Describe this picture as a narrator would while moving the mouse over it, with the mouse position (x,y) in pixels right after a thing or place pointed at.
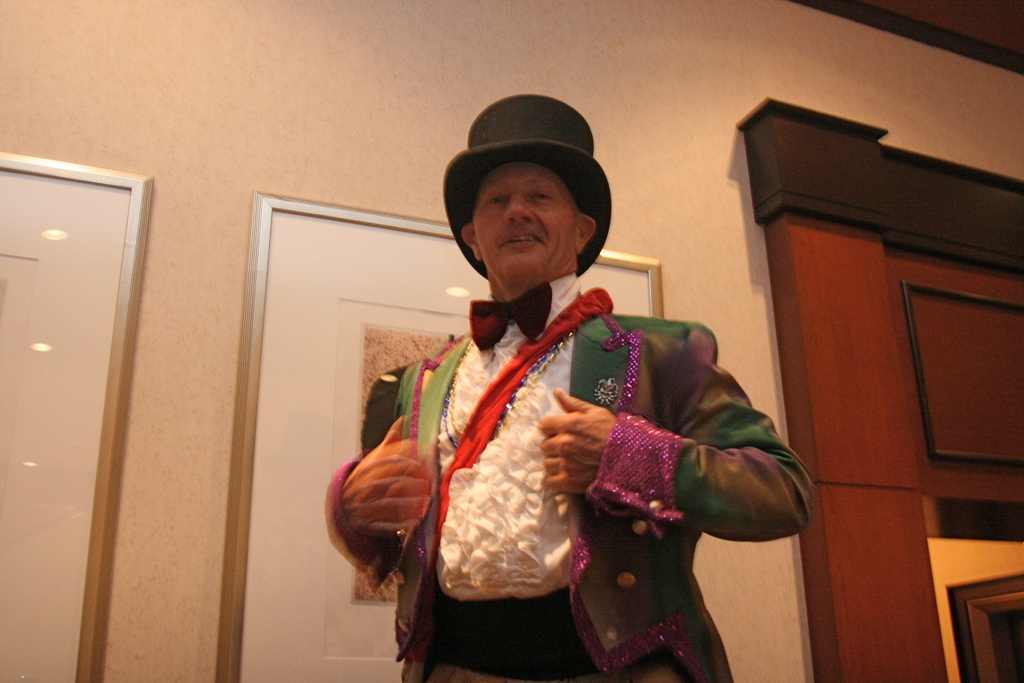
In the front of the image (600,223) I can see a person (570,579) is standing and wore a hat (534,143). In the background of the image (615,135) there is wall (546,56), pictures (19,667) and objects (963,356). Pictures (417,314) are on the wall (233,252).
